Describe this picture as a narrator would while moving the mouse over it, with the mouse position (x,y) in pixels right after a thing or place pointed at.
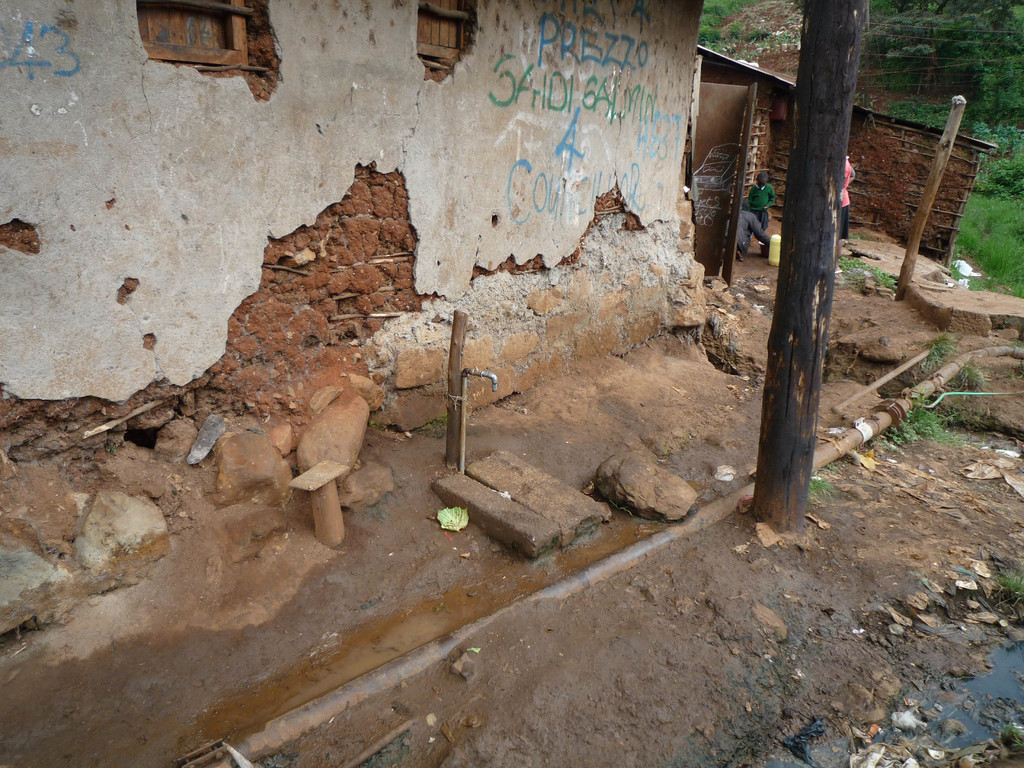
In the center of the image (620,488) we can see the poles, water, stones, grass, one tap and a few other objects (975,561). In the background (719,1), we can see trees (936,22), wires (957,42), one pole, one building (274,217), few people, one can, grass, waste papers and a few other objects (710,250). And we can see some text (542,51) on the wall (393,237).
